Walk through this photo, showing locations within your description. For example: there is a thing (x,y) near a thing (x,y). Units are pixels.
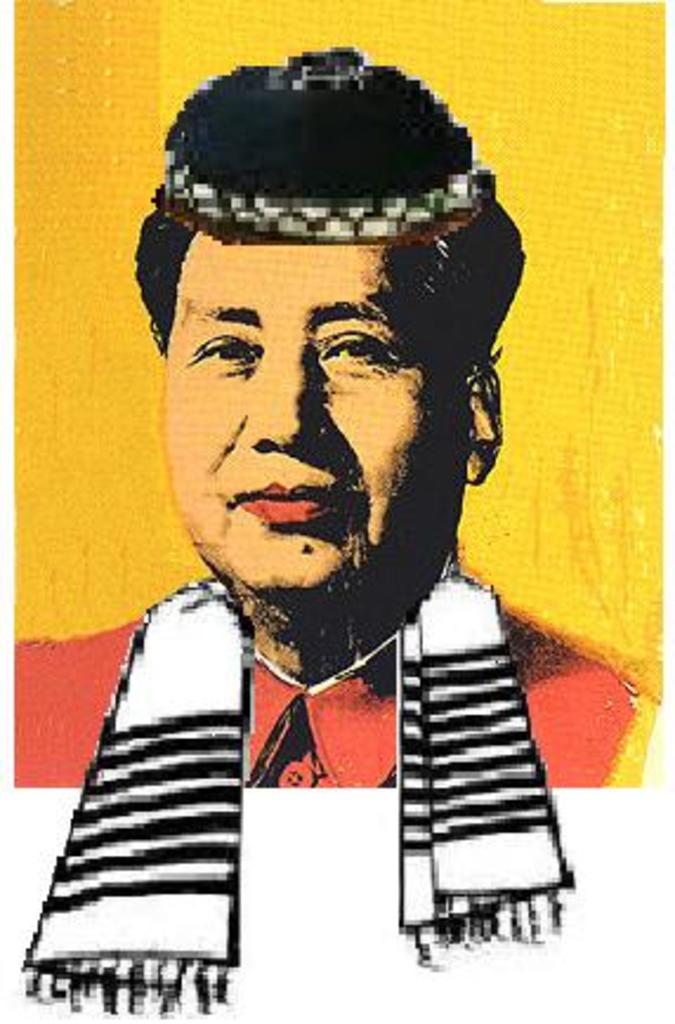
This image consists of a poster (310,642) with an image of a man (343,387). In this image the background (593,477) is yellow in color.
